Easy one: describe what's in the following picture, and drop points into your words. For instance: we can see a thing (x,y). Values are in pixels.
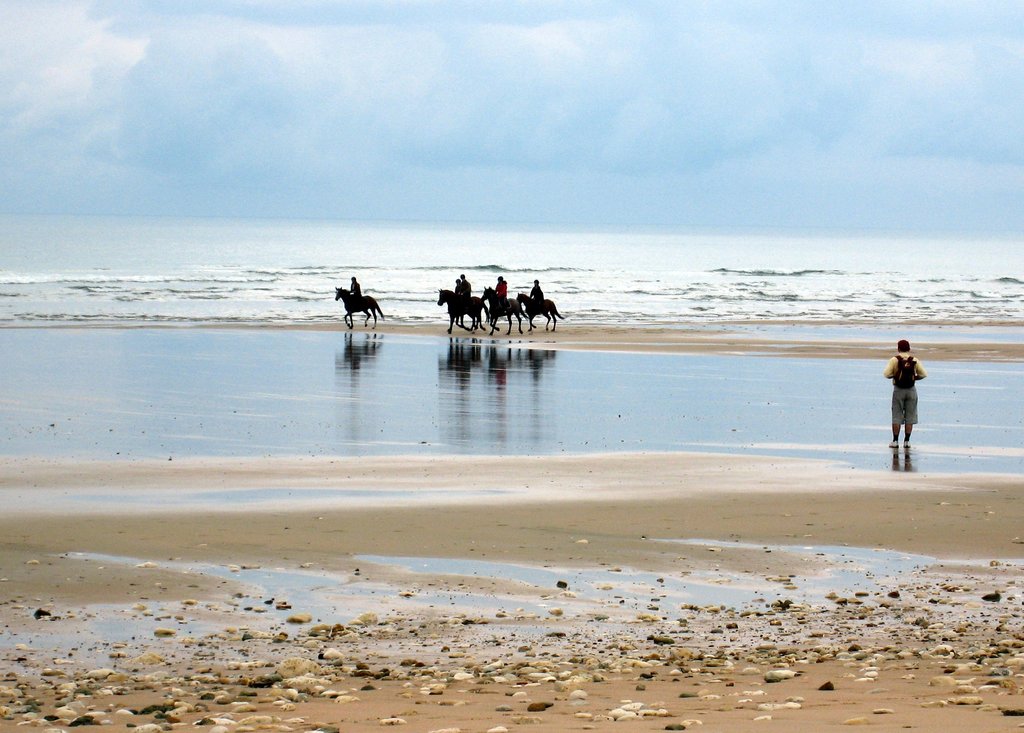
In this image there are few people (460,294) riding horses (452,314) on the seashore area (321,330) and there is a person (896,419) standing. In the background (416,153) there is a sea (440,239) and the sky (429,152).
